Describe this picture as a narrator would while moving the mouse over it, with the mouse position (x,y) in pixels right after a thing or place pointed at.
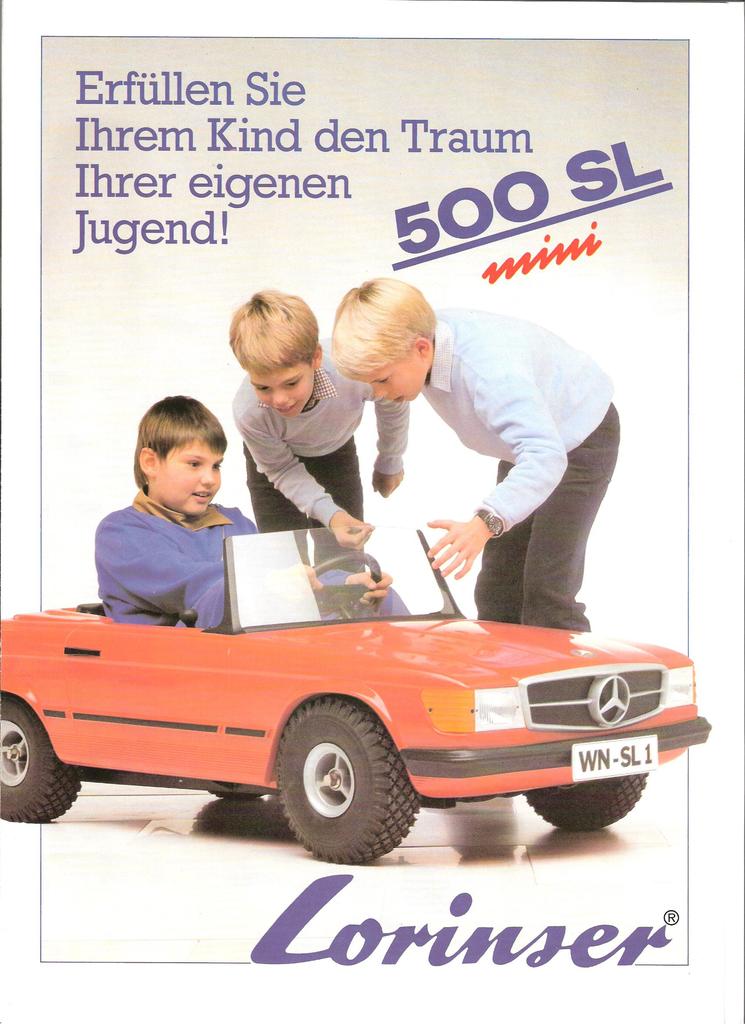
In this picture I can see a poster (252,507) on which I can see some persons (312,438), vehicle (332,590) and some text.
